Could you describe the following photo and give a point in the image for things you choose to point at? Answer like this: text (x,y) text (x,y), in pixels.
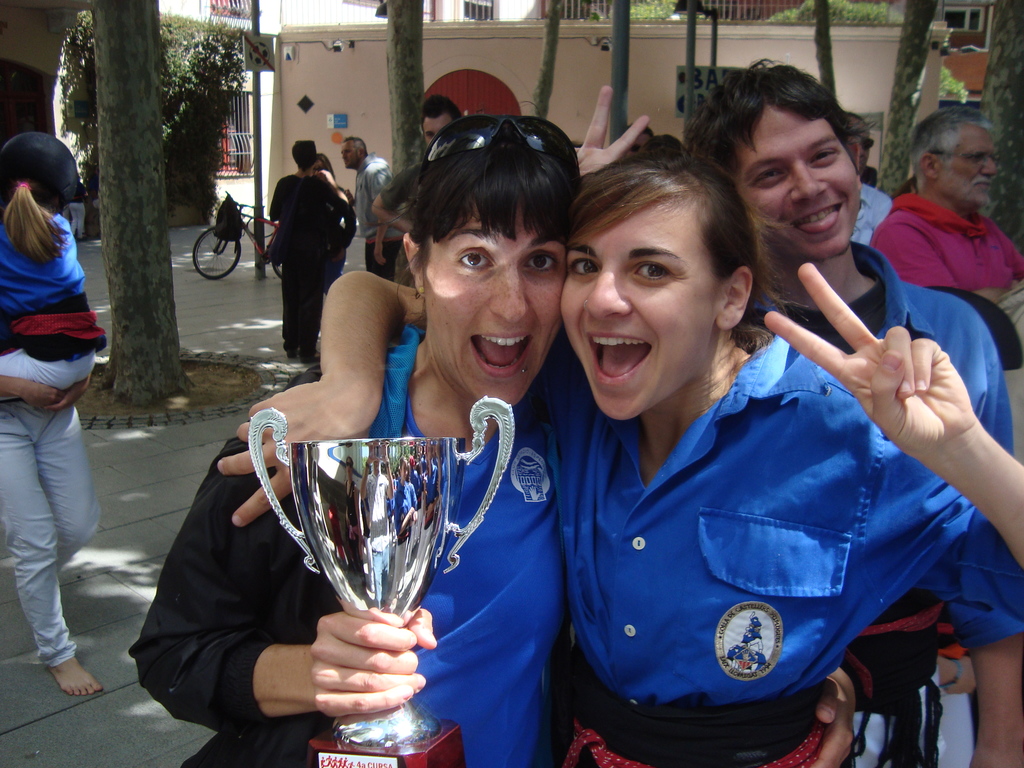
In this image I can see few people (532,393) and in front (361,535) I can see one person (482,459) is holding the trophy (363,515). I can see few trees (238,52), buildings (278,58), railing (250,151), signboards (250,66), poles (259,139) and the bicycle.
